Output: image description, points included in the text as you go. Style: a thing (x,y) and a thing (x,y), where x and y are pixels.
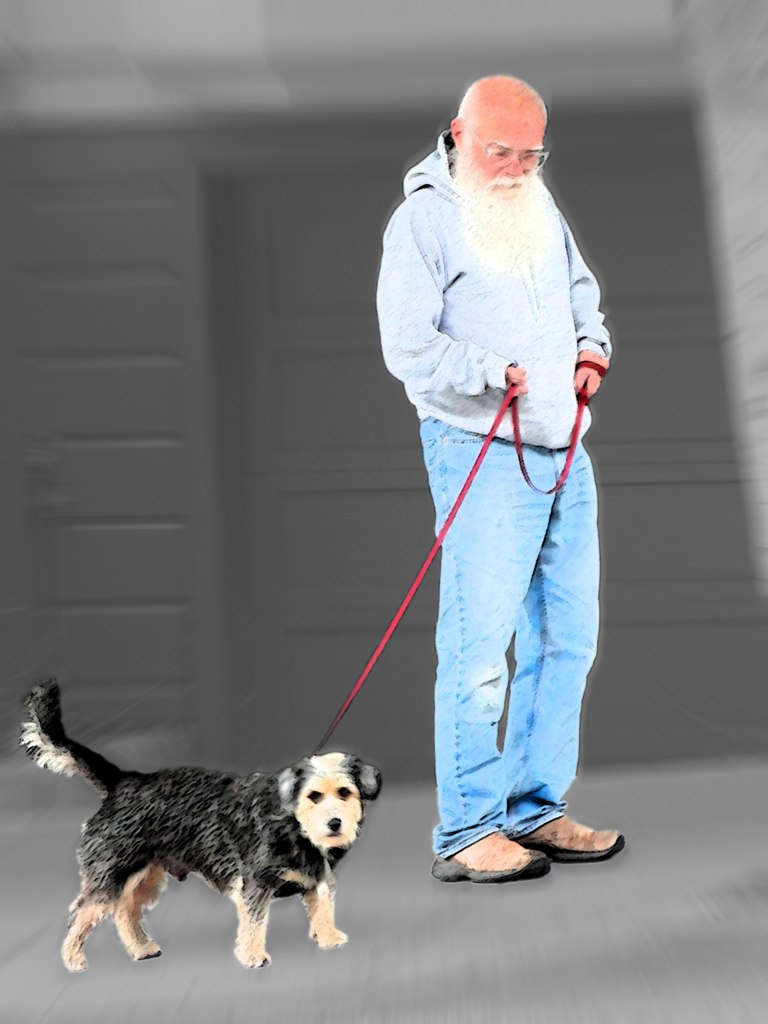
In the middle of the picture (458,344), man (491,337) in grey jacket (482,323) is holding the rope (347,701) of a dog (290,848). Beside him, we see a black dog (180,848). Behind this, behind the man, we see a wall (239,390) which is grey in color.
